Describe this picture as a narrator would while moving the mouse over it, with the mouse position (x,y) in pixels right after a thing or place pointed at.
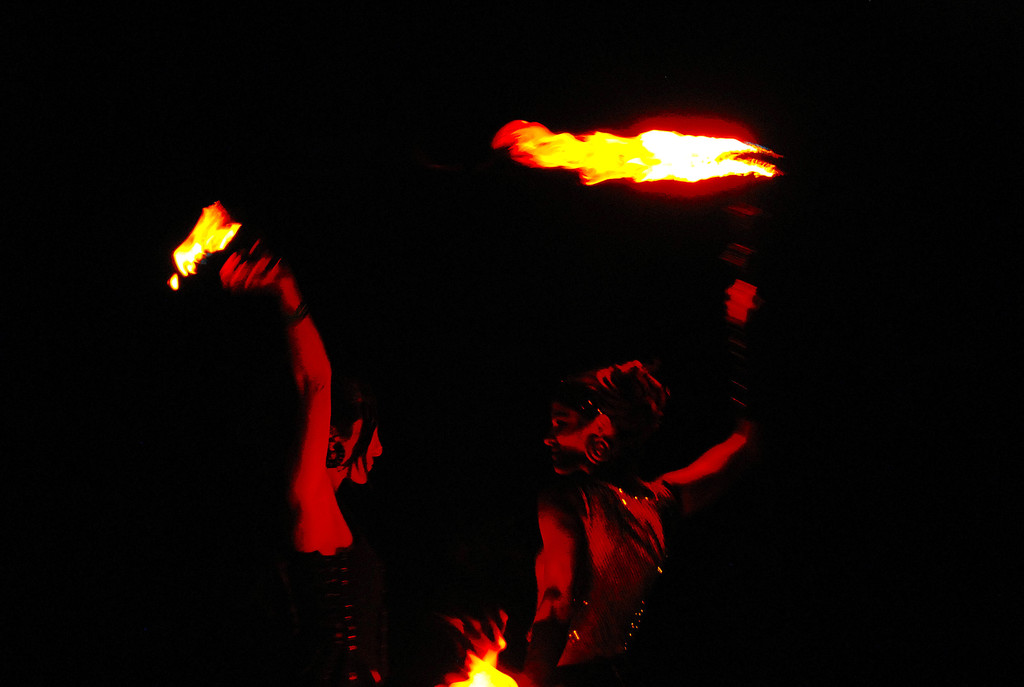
In this image I can see two people (557,517) and the fire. I can see the black background (418,109).
